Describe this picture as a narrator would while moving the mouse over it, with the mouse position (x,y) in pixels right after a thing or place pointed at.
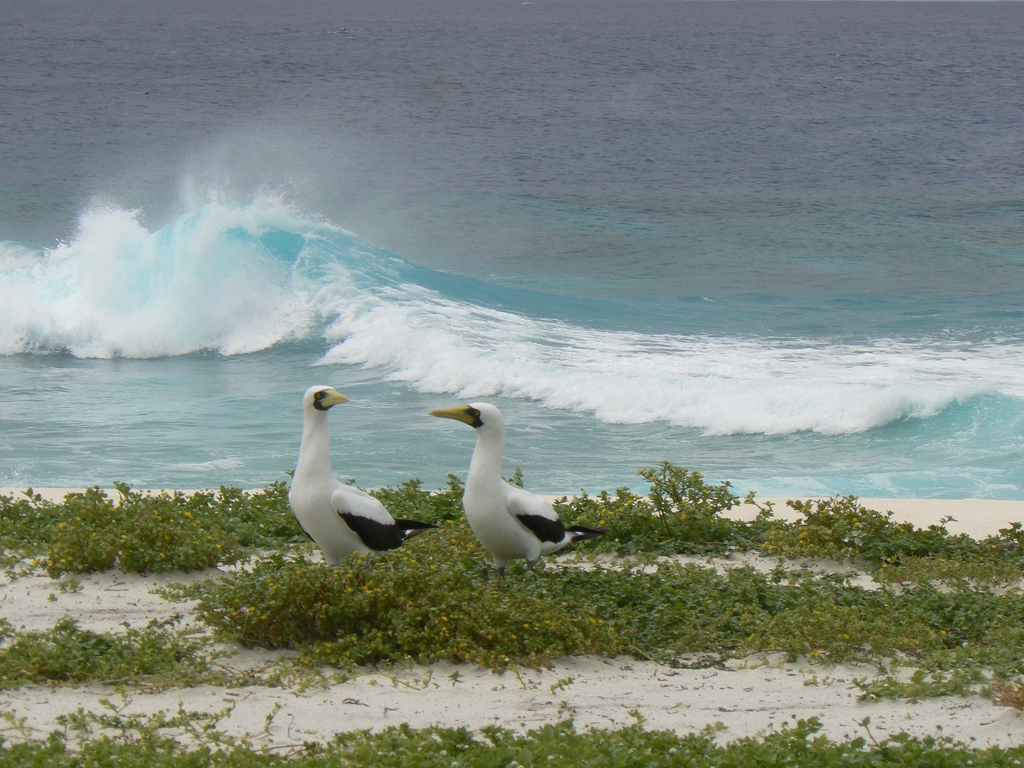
In the image we can see two birds (304,500), white and black in color. There is sand (591,691), grass (701,518) and water (236,261).
